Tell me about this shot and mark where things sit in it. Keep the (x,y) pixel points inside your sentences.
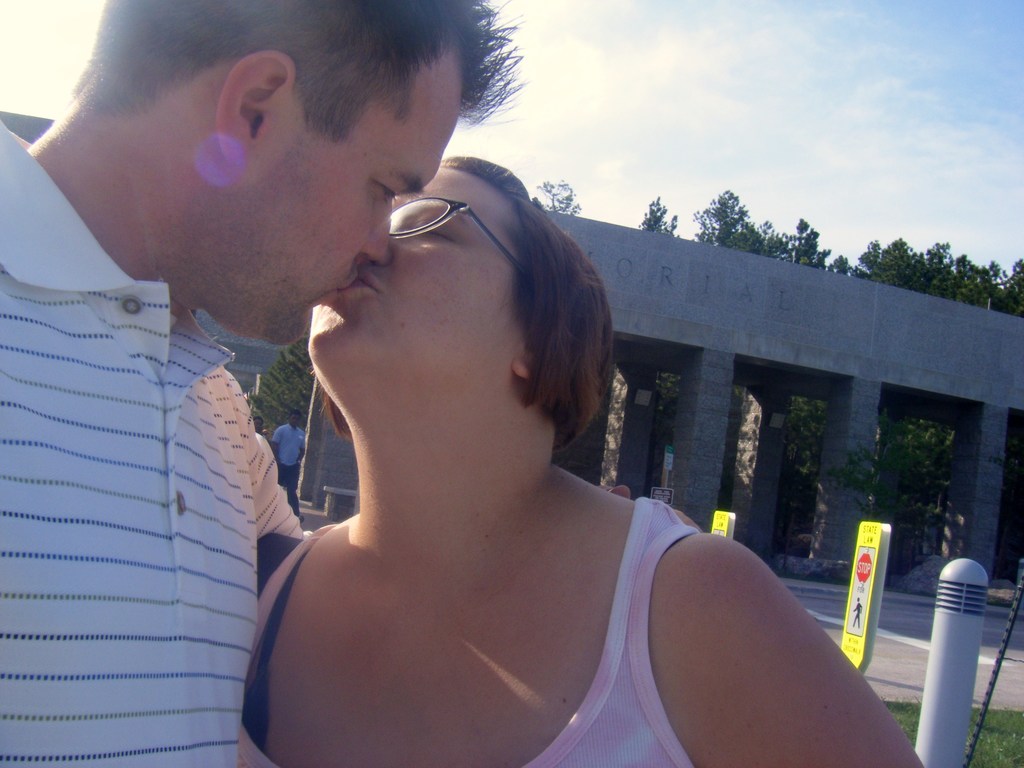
In this picture we can see a man (254,79) and a woman (675,586) kissing, boards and in the background (1019,328) we can see pillars (761,524), sky (589,179) with clouds (691,156).
